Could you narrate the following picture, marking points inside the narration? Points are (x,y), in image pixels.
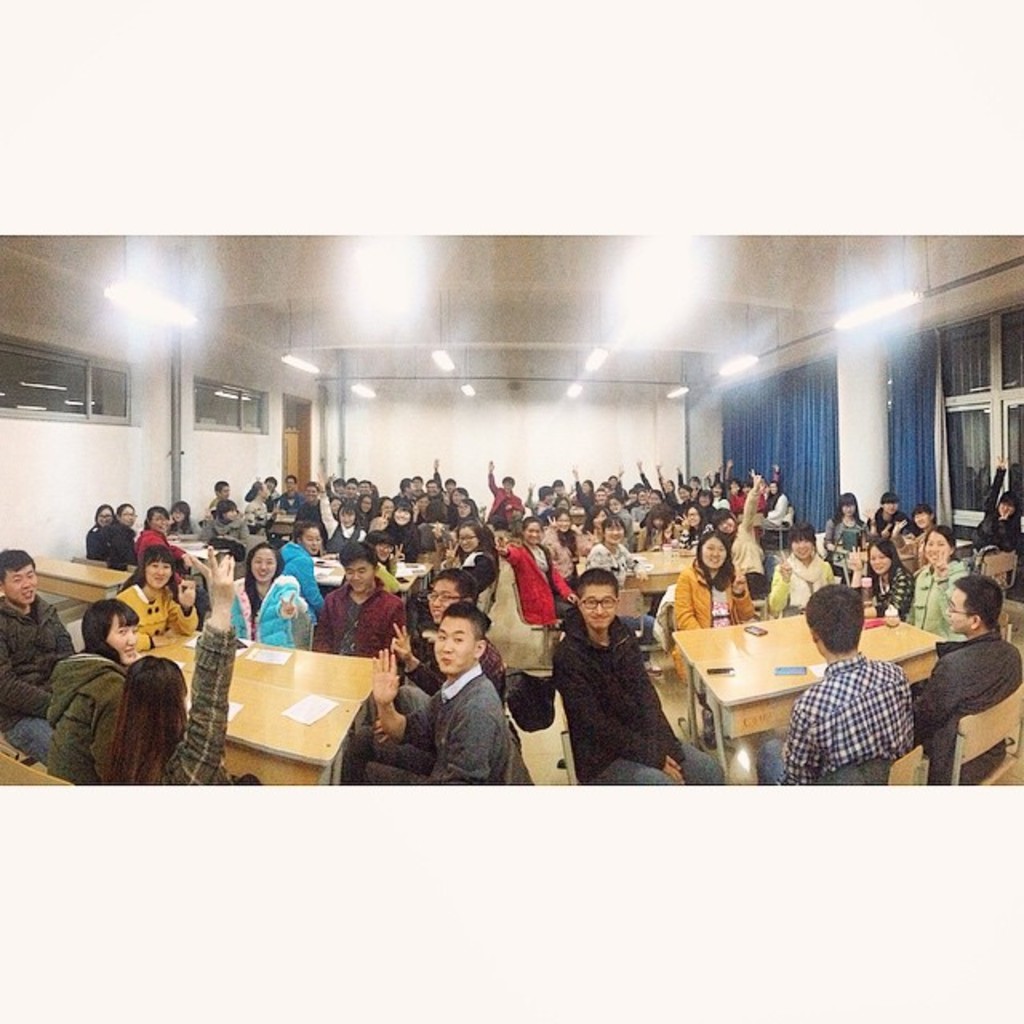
Here we can see some persons (589,600) are sitting on the chairs (1023,707). These are the tables (304,663). On the table (283,722) there are papers (276,655). This is wall (92,434) and there is a light (114,294). Here we can see a curtain (775,419) and this is door (305,438).
